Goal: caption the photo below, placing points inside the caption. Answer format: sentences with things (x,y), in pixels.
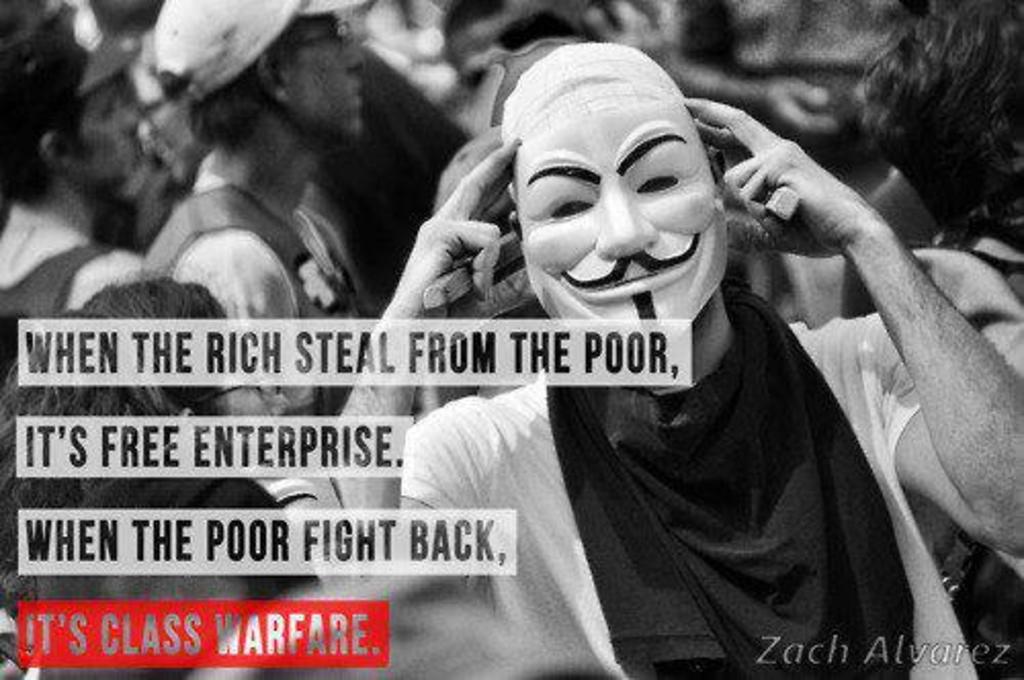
This is a black and white image, in this image there are people (746,286) standing and there is some text (244,548).
